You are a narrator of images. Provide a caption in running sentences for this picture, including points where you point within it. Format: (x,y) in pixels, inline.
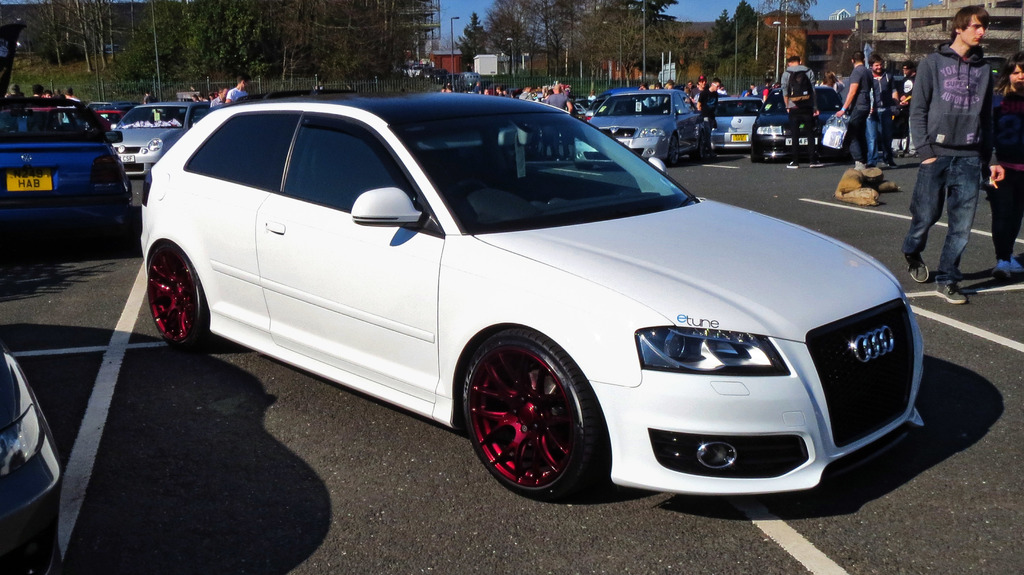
In this image there is the sky (469,8) towards the top of the image (718,13), there are buildings (918,28) towards the right of the image (891,18), there are trees (317,41) towards the top of the image (313,19), there are poles (735,70), there are streetlights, there is a fence (414,89), there is road (934,540) towards the bottom of the image (567,500), there are vehicles (613,246) on the road (137,200), there are objects (851,178) on the road (841,159), there are a group of persons (856,124), they are holding an object (841,126).
